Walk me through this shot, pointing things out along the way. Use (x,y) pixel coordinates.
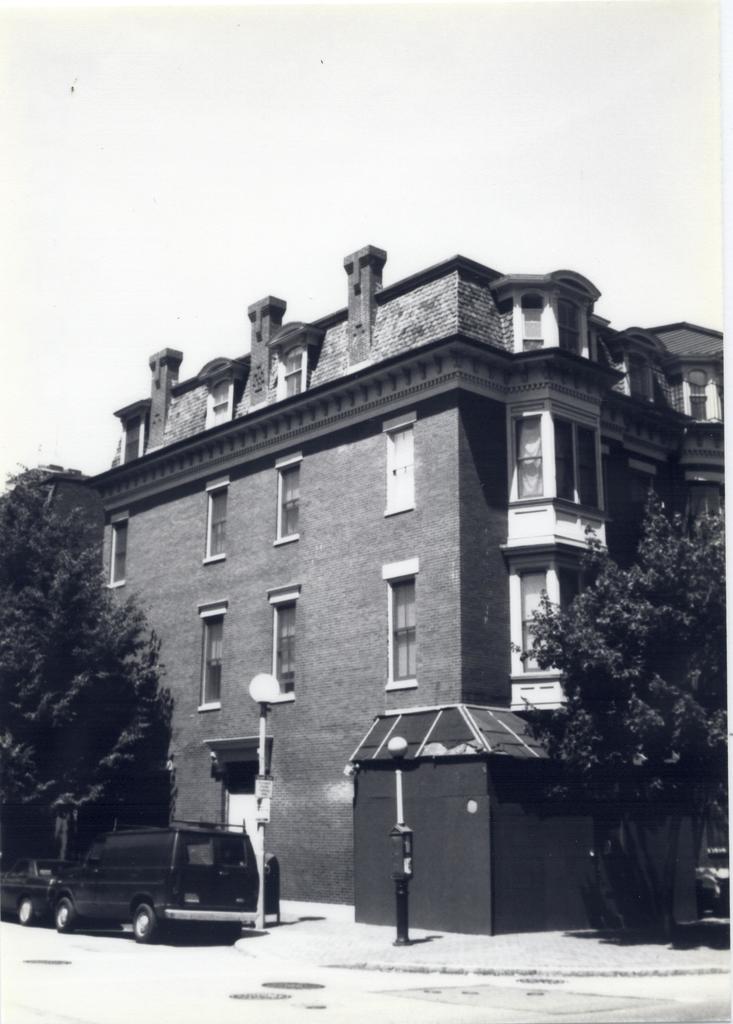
This is a black and white picture. On the left (130,877) there are trees (39,599) and cars (34,887). On the right (661,679) there is a tree (687,706). In the center of the picture (273,570) there are street light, pole (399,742) and building (423,602). In the foreground (327,1001) it is road (229,960). Sky (180,90) is sunny.
